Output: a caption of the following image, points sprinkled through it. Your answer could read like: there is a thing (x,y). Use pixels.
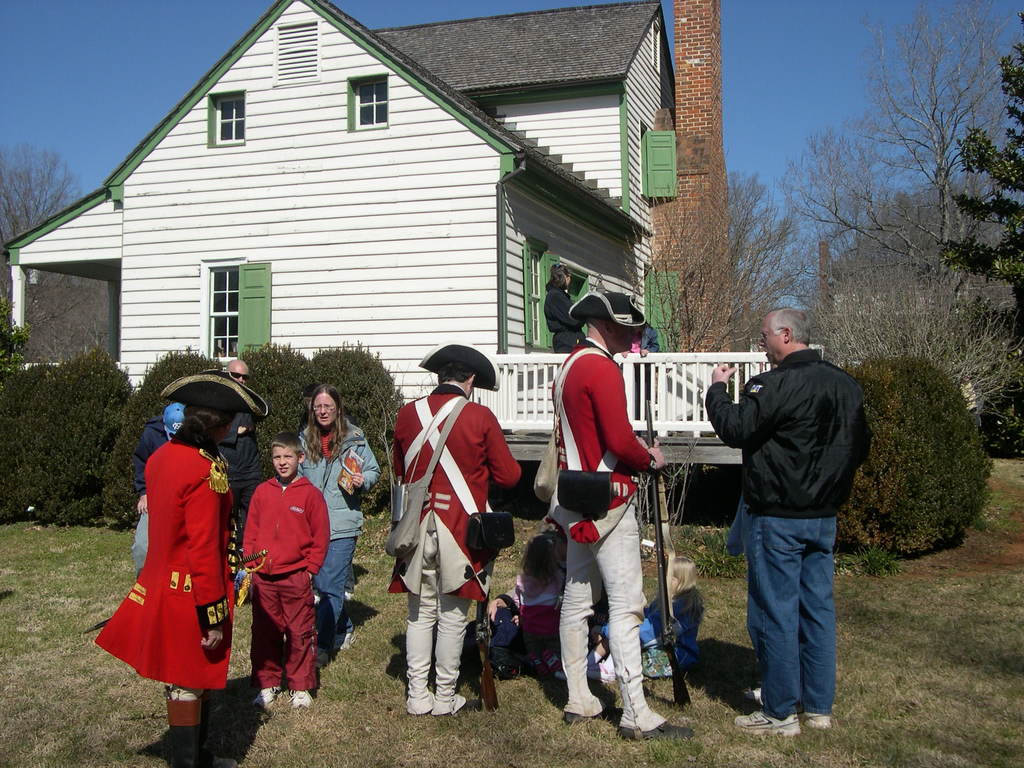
In the picture we can see a grass surface (105,699) on it, we can see some people (757,434) are standing with different costumes (504,463) and behind them, we can see some plants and houses (708,303) with railing (727,390) to it and near to the house (273,42) we can see trees (864,199) and sky (102,42).
